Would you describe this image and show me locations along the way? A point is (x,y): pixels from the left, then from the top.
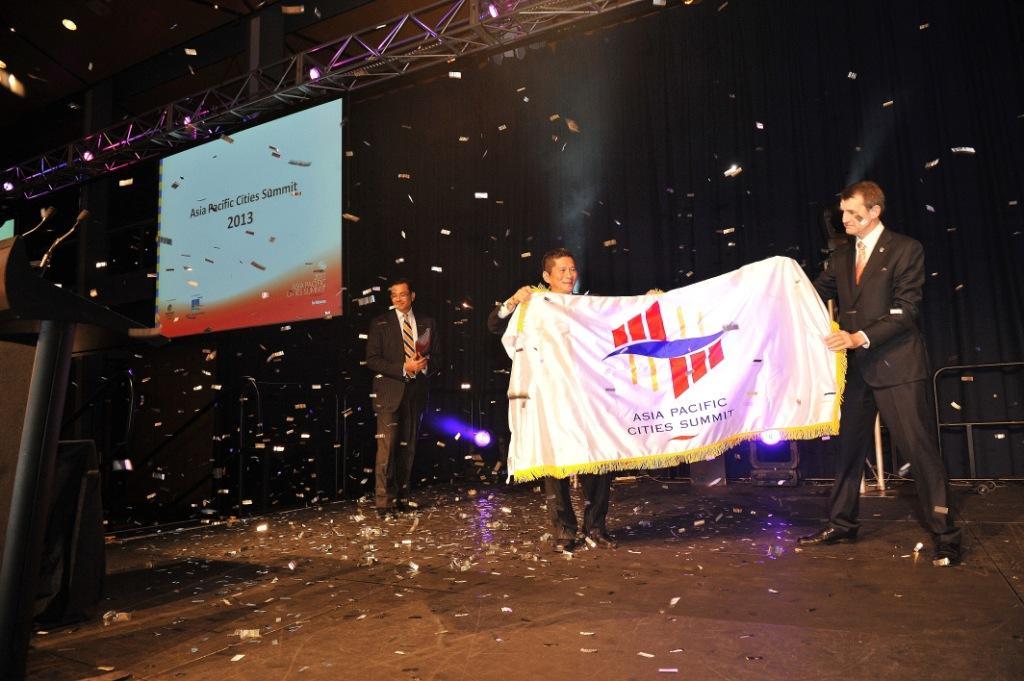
There are two people (898,301) holding a banner (741,382) on the stage (716,571). In the background of the image (379,413) there is another person (397,492). There is a black color cloth (475,152). At the top of the image (595,1) there are rods (162,144). There is a screen (179,308).
